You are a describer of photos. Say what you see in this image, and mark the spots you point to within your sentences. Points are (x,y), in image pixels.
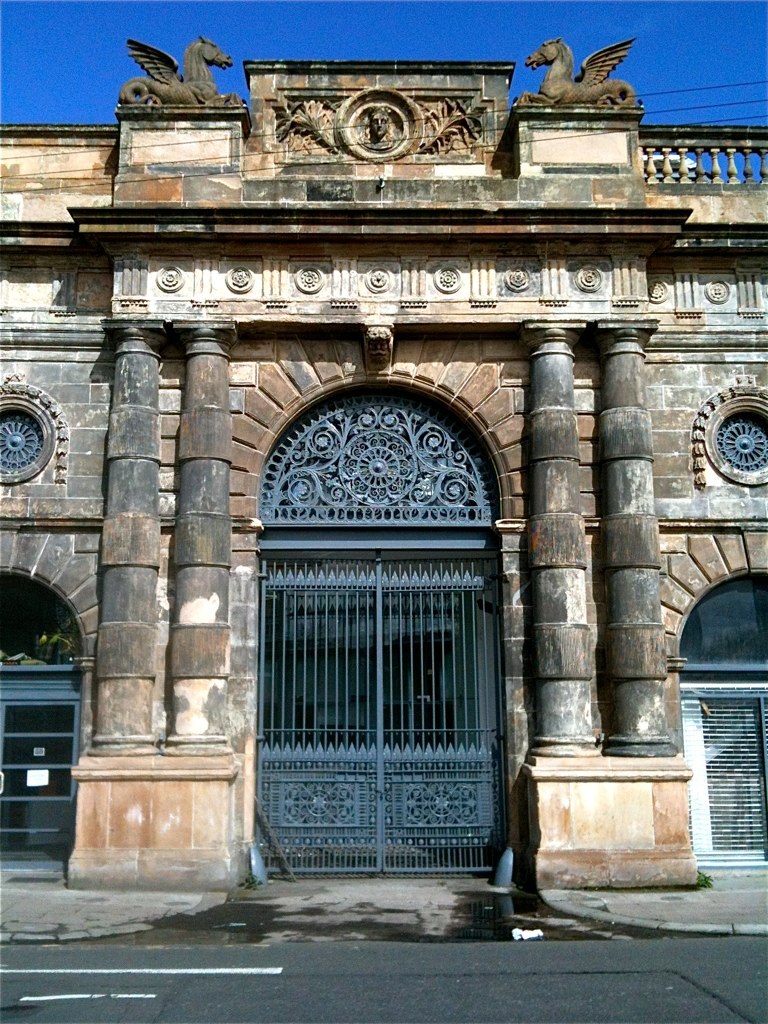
In this picture we can see a building (75,477). There are a few rods (261,685), pillars (184,452), statues (560,59) and other things (713,135) are visible on this building (618,842). We can see a road (566,992) at the bottom of the picture (338,961). There is the sky (402,43) on top of the picture (475,43).
